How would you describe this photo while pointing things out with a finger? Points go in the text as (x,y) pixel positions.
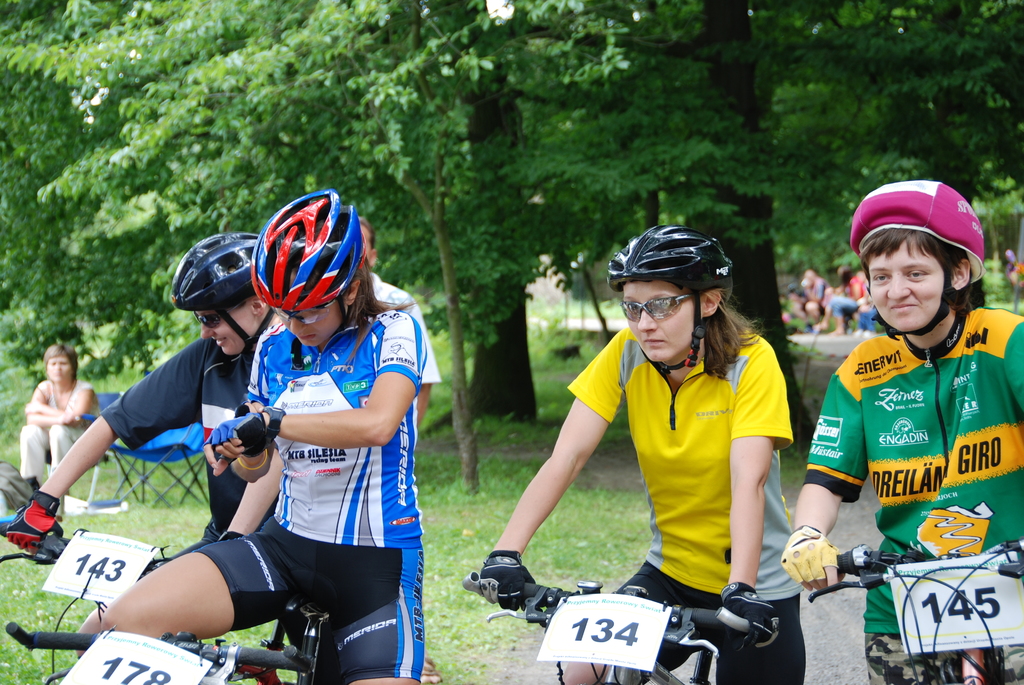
In the foreground (955,373) we can see people (633,410), bicycles (884,564). grass (444,636) and road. In the background (387,139) there are trees (297,18), chairs (90,425), people (54,354), road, plants (556,348) and grass (14,576).
